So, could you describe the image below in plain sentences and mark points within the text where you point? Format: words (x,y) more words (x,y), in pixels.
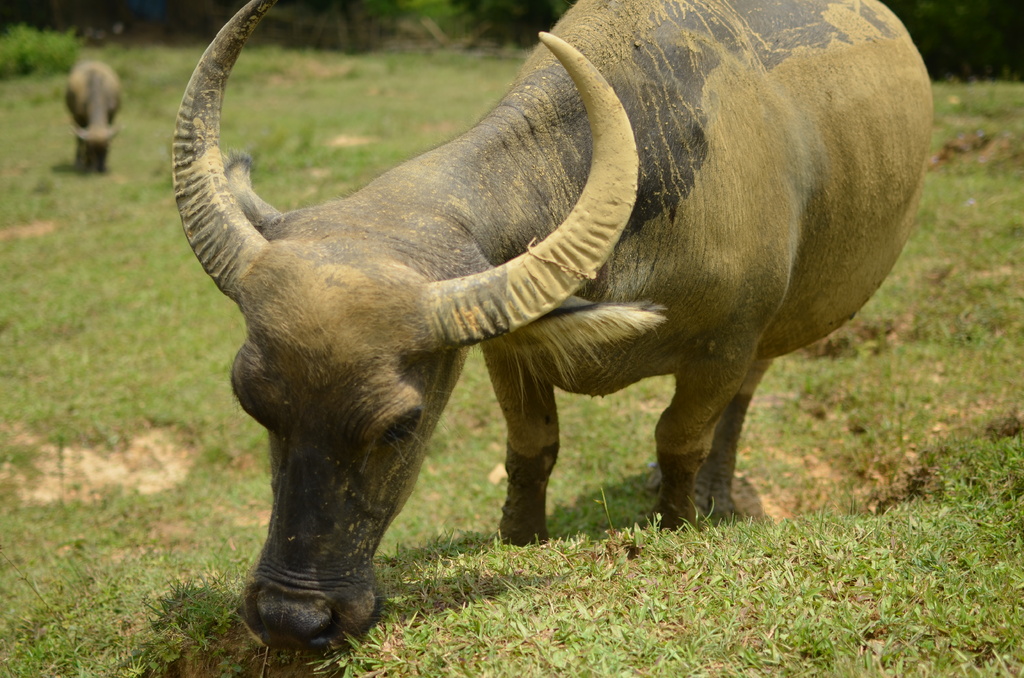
In this image, I can see two buffaloes (526,318) eating grass (382,578). There is a blurred background (153,16).
